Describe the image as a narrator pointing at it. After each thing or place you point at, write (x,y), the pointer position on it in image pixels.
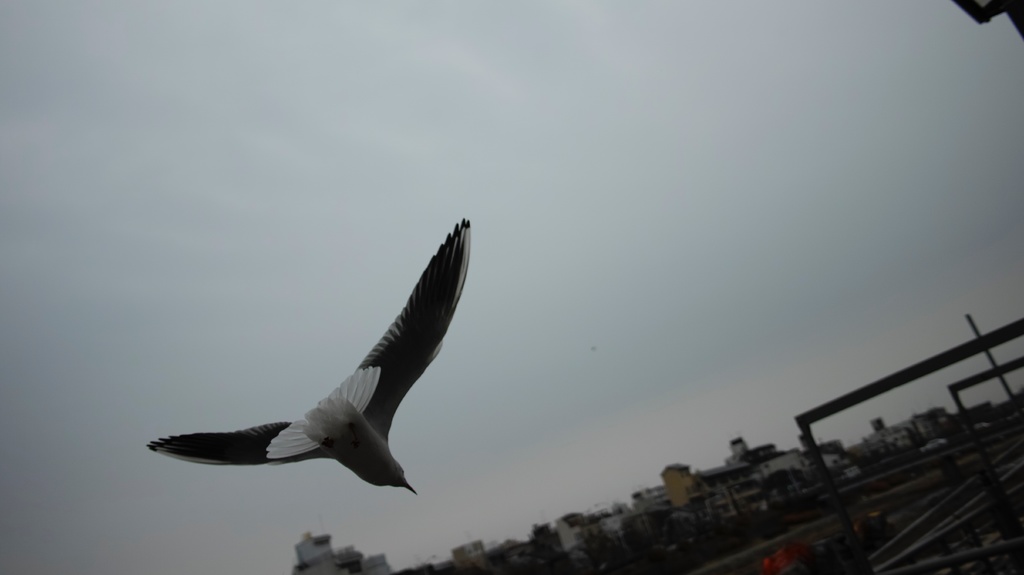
In this image there is a bird (390,420) flying in the sky (513,99). At the bottom (577,549) there are buildings (759,498) and trees (780,507) on the ground (789,539). At the top (213,141) there is the sky (304,147).
